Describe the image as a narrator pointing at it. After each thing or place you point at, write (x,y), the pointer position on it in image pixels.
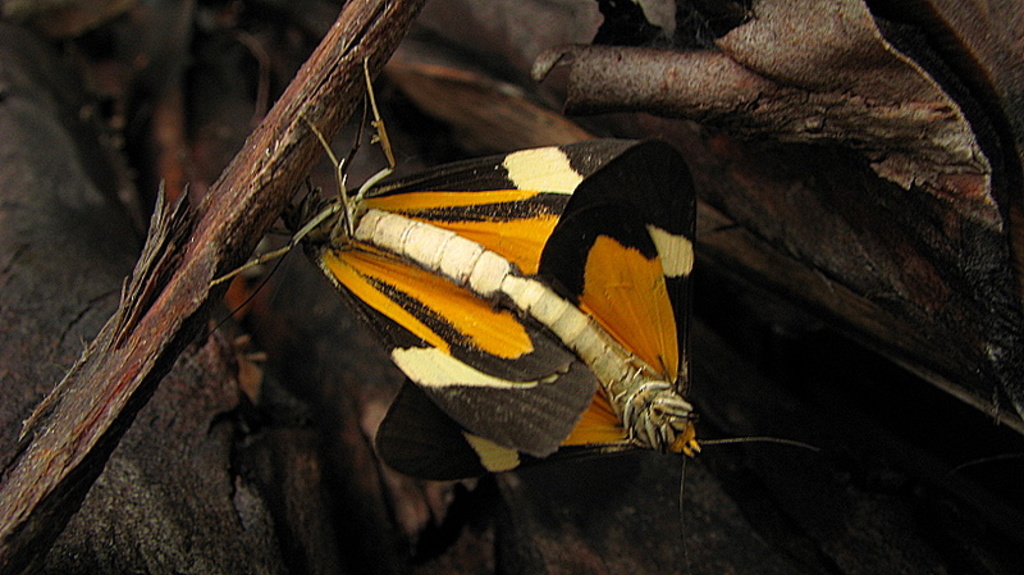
In the foreground of the picture (701,75) there are insects (547,282), trunk (31,419) of a tree (31,419) and other objects (159,397). The background (31,61) is not clear.
